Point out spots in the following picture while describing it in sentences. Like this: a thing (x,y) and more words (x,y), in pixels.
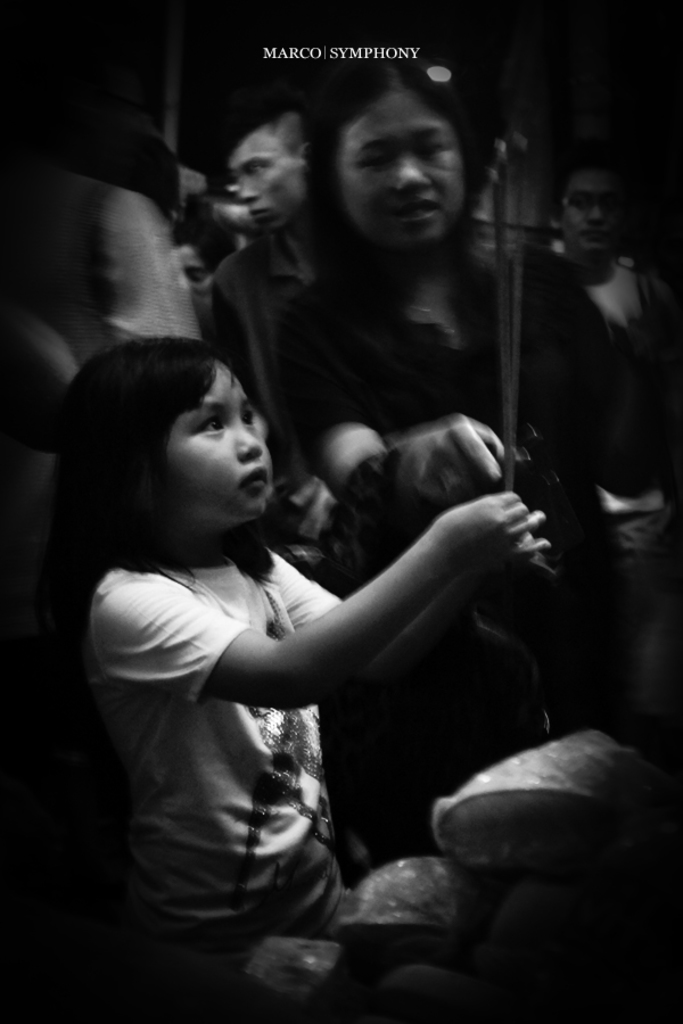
In this image I can see people (401,507). Here I can see a watermark (356,55). This image is black and white in color.
